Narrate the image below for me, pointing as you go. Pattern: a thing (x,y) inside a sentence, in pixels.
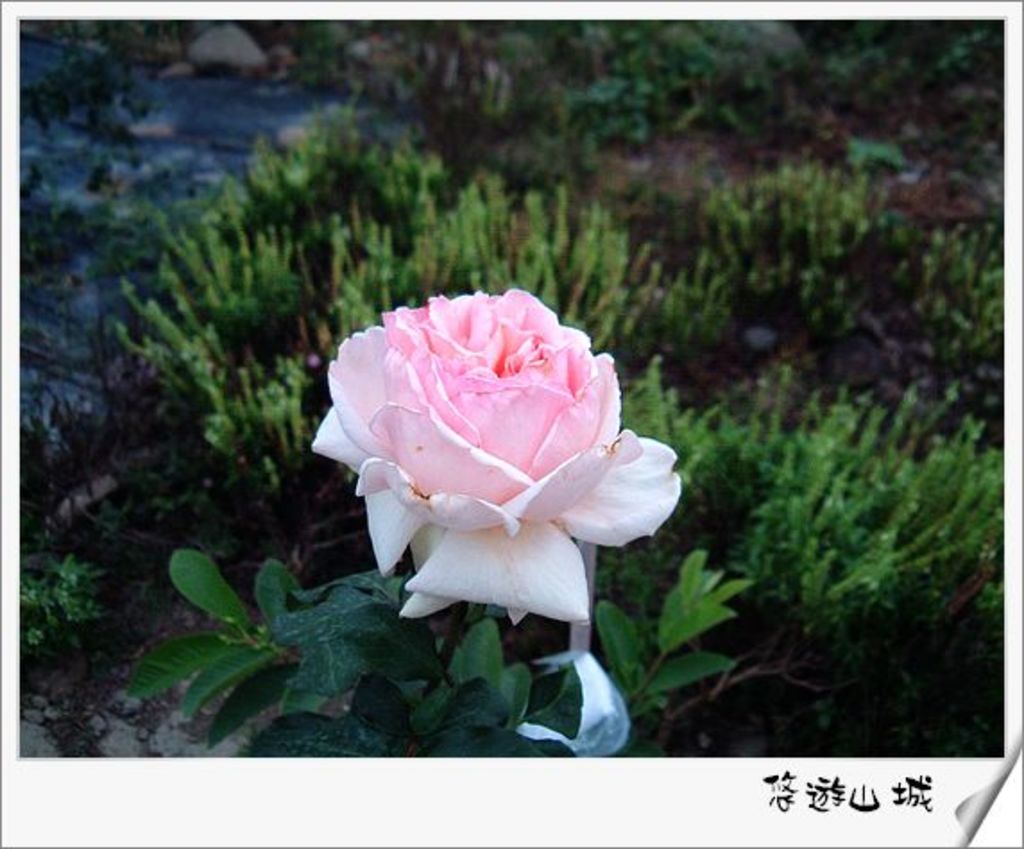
This is an edited image with the borders (535,808). In the center (470,465) there is a pink color rose (433,549) and we can see the green leaves (433,650) and plants (313,236). In the bottom right corner (929,791) there is a watermark (926,795) on the image.
